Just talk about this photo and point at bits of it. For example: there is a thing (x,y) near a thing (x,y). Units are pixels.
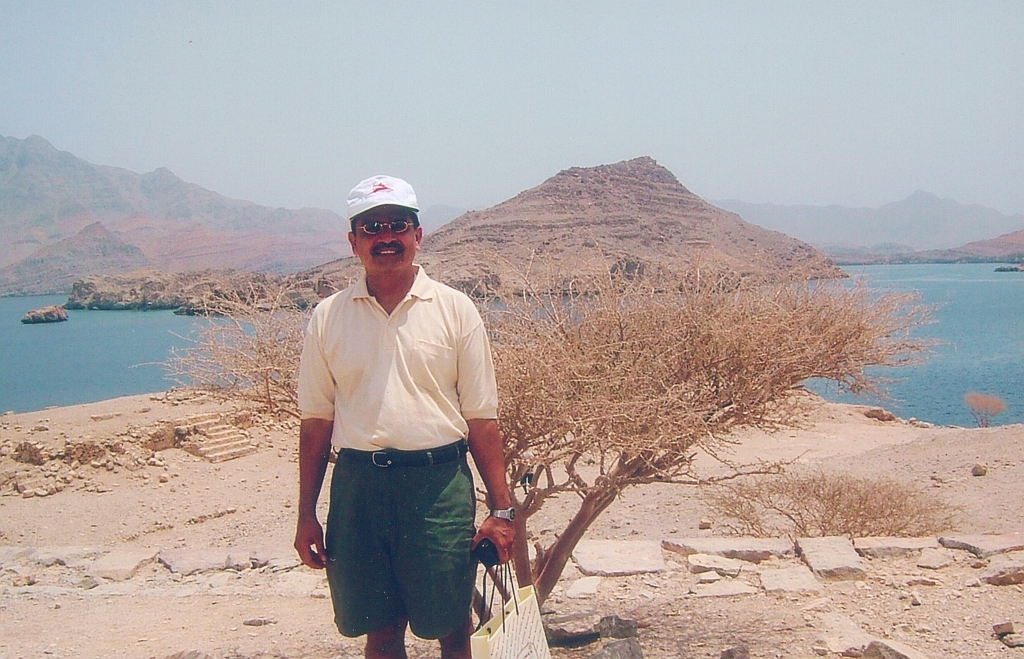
In the center of the image (427,343), we can see a person (372,259) wearing glasses (377,227) and a cap (388,200) and holding an objects (492,561) and a bag (529,625). In the background (739,301), there are trees (874,354) and we can see hills (698,244) and there is water (946,298). At the top (464,103), there is sky (419,117).
